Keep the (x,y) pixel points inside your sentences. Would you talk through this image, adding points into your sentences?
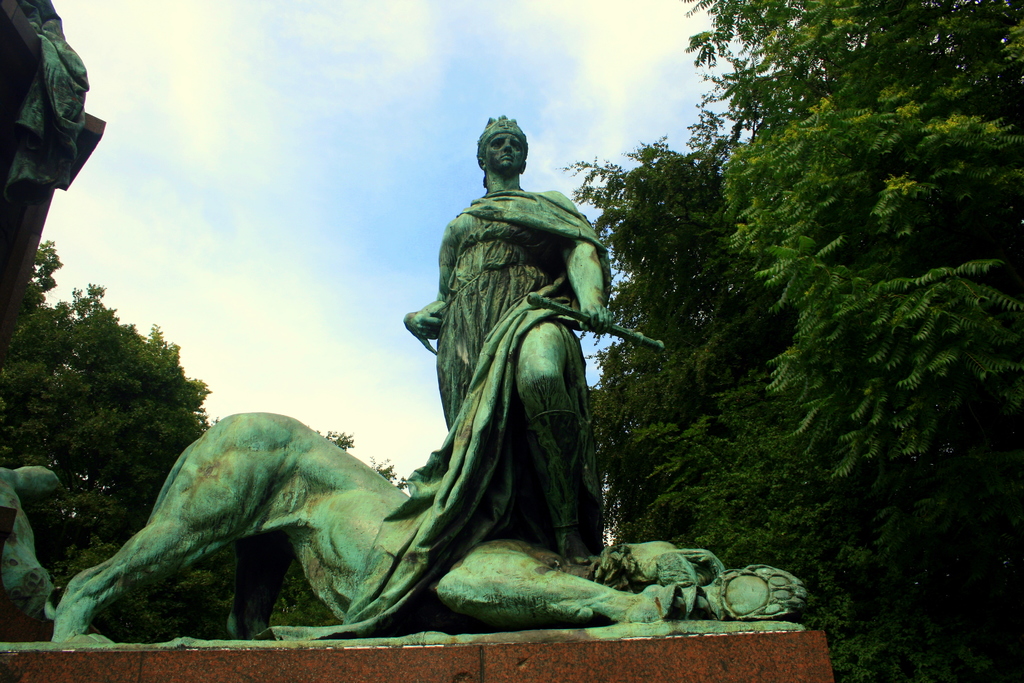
In this image I can see the statues (525,461), few trees (179,397) and the sky (287,117) is in blue and white color.
